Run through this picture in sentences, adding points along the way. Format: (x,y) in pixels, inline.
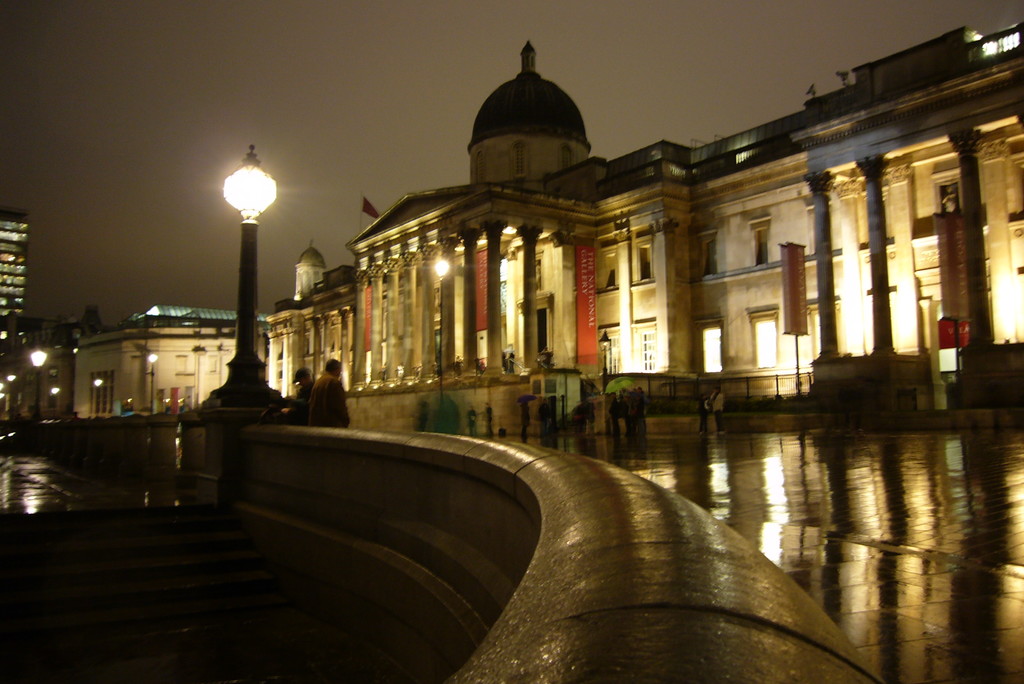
In this picture there is a white house (424,288) with stone pillars (469,246) and dome (490,129) on the top (525,166). In the front (498,657) there is a concrete railing (670,494) with black color lamp post (232,381). Behind there are some more buildings (86,376).
